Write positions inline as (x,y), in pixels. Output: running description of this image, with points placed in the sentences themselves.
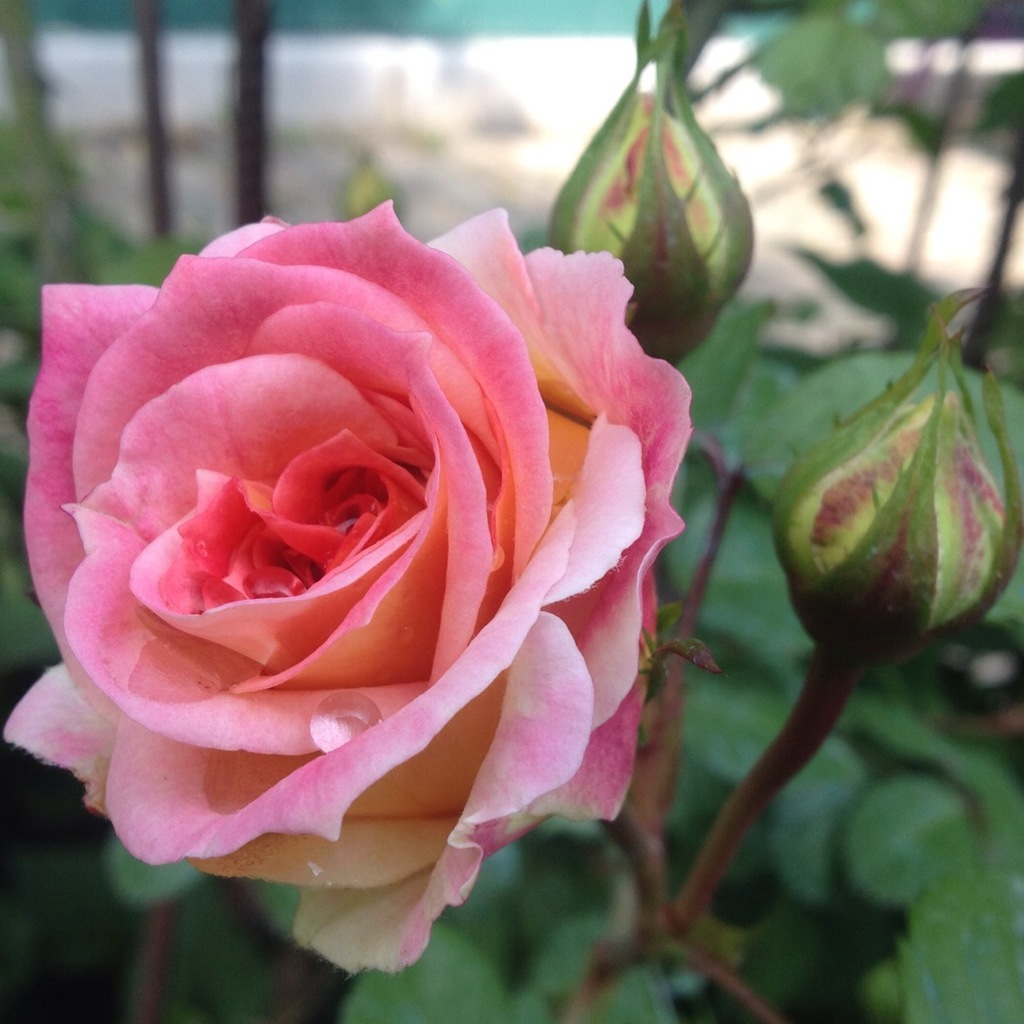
In this image we can see rose (411,608) and buds (688,174) on a stem (692,891). In the background (803,972) there are leaves (685,705) and it is blurry.
